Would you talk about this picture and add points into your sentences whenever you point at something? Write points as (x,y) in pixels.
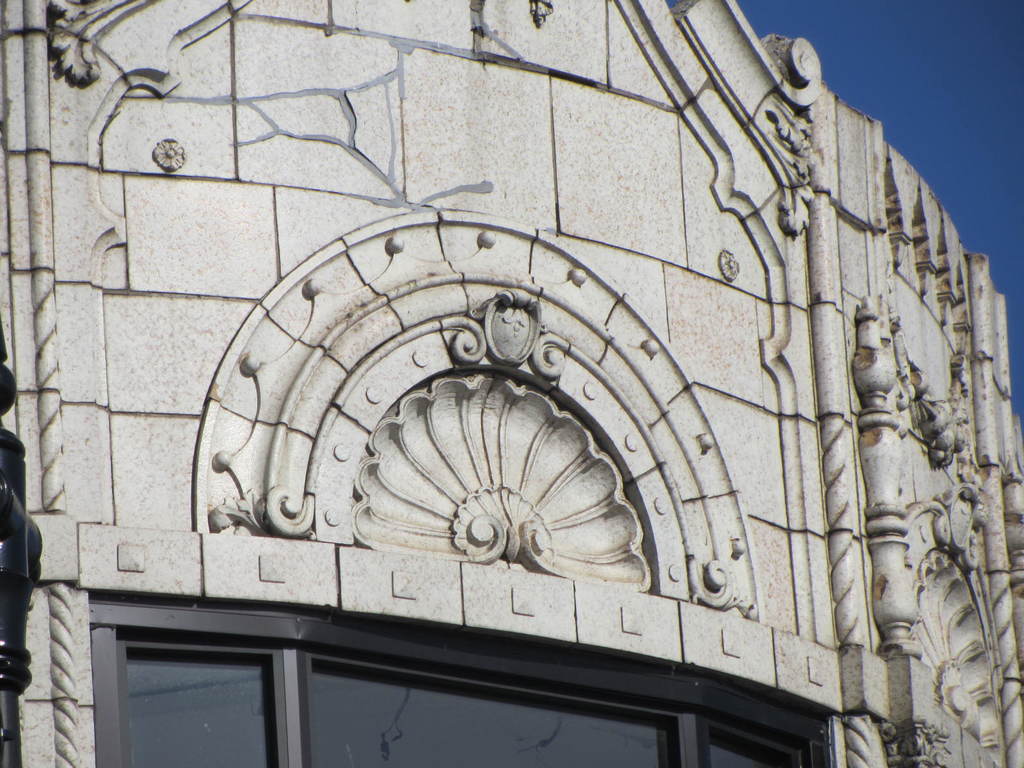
In the center of the image (559,462) there is a building (404,513) with sculptures (534,418) on it. At the top of the image (896,32) there is sky (911,16).
